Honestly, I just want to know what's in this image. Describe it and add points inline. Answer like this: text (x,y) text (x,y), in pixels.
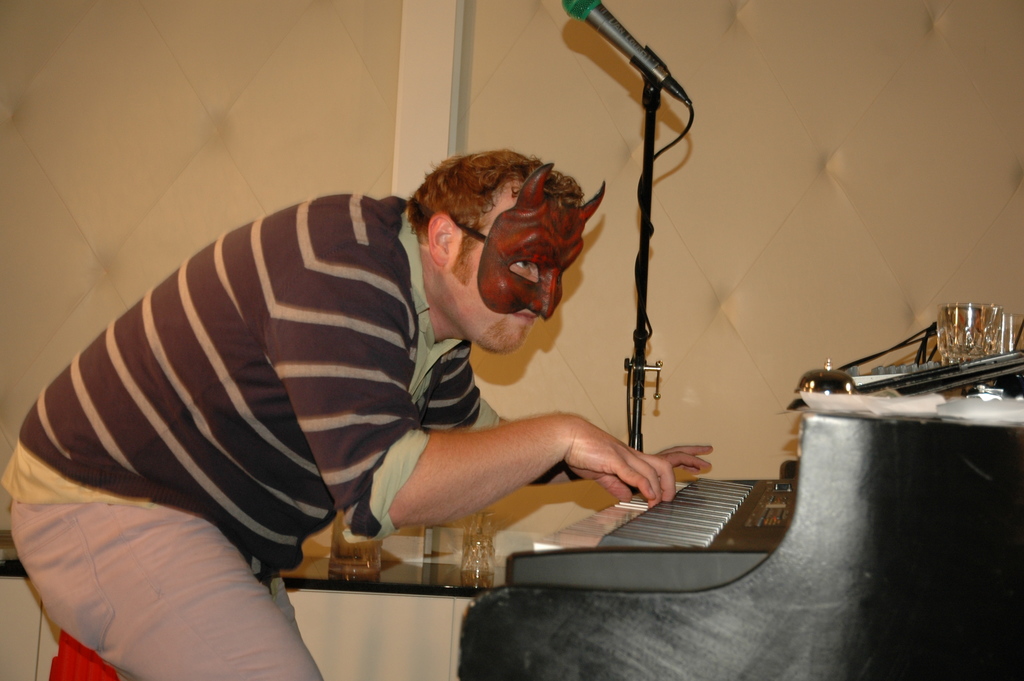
In this picture I can see a man (568,418) who is wearing a mask (545,265) and he is playing the piano (616,554), and is standing and there is a microphone (651,72) beside him and there is a wall (612,113) in the backdrop (189,153).
